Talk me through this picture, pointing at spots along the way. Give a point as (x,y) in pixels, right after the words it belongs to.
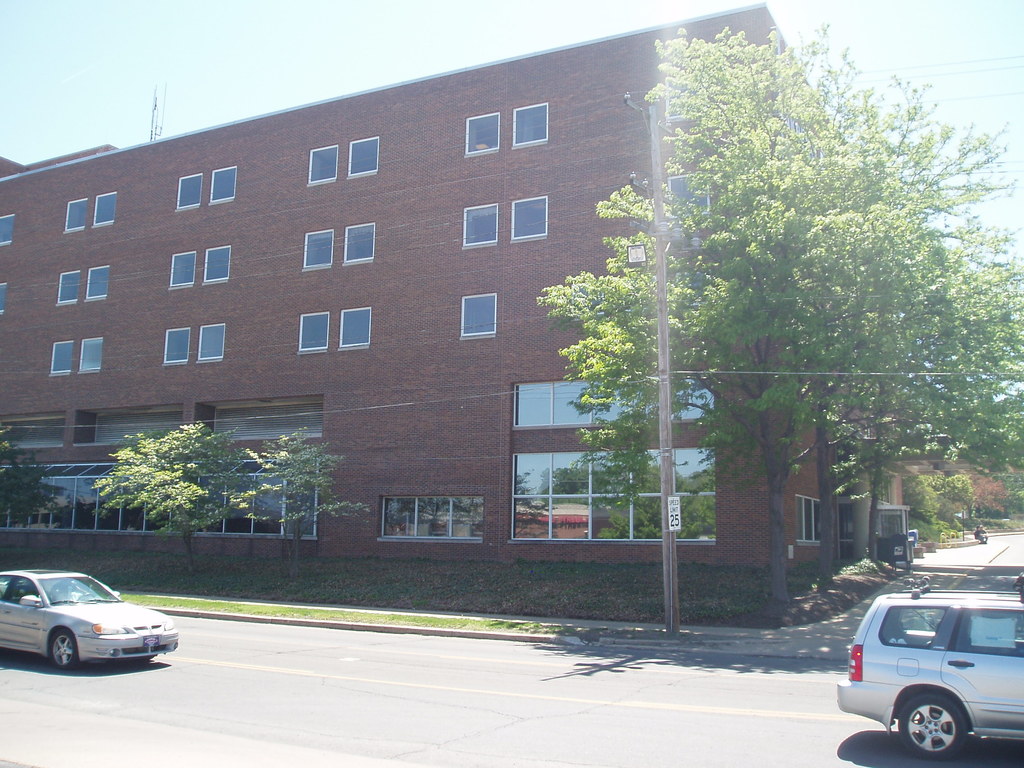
In this image there is a building (606,187), in-front of that there are some trees (618,196) and cars (976,662) on the road (232,640).
